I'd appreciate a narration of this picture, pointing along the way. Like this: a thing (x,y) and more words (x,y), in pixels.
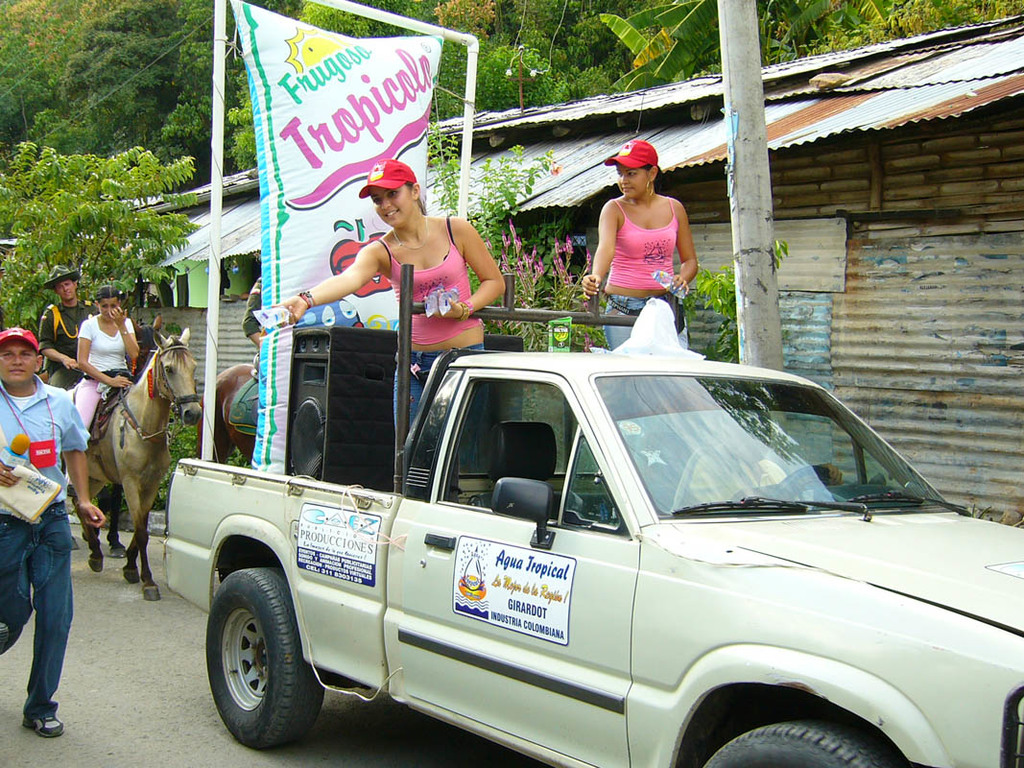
In this picture there is a vehicle (502,539) on the right side of the image (824,574), there is a poster (324,78) and a speaker (302,346) in the vehicle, there are two girls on the right side of the image (685,269), in the car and there is a horse (102,446) and people (45,412) on the left side of the image (49,440), there are trees (603,85) and a shed (632,133) at the top side of the image (595,151).
